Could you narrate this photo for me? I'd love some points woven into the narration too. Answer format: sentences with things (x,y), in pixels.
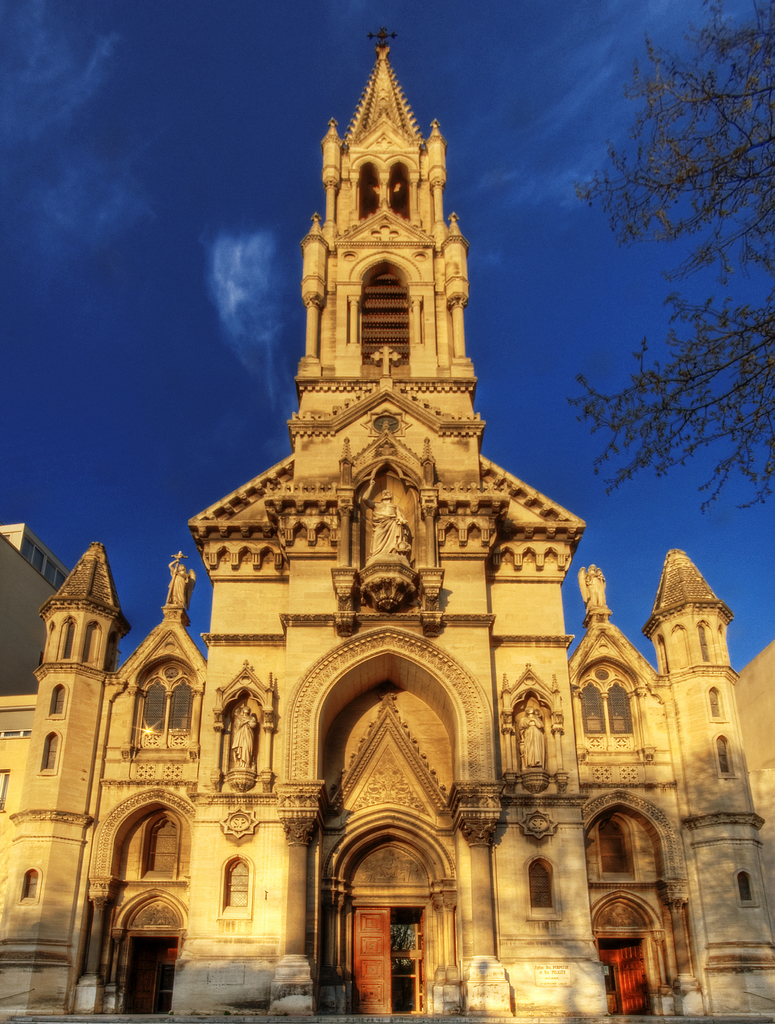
In this image there is a cathedral (397,755). There are sculptures (247,725) on the walls (253,690) of the cathedral (247,649). At the bottom (367,971) there are doors (618,980). On the top (382,43) there is a cross (382,41). To the right (715,158) there are leaves (739,182) of a tree (704,349). At the top (258,105) there is the sky (311,145).
